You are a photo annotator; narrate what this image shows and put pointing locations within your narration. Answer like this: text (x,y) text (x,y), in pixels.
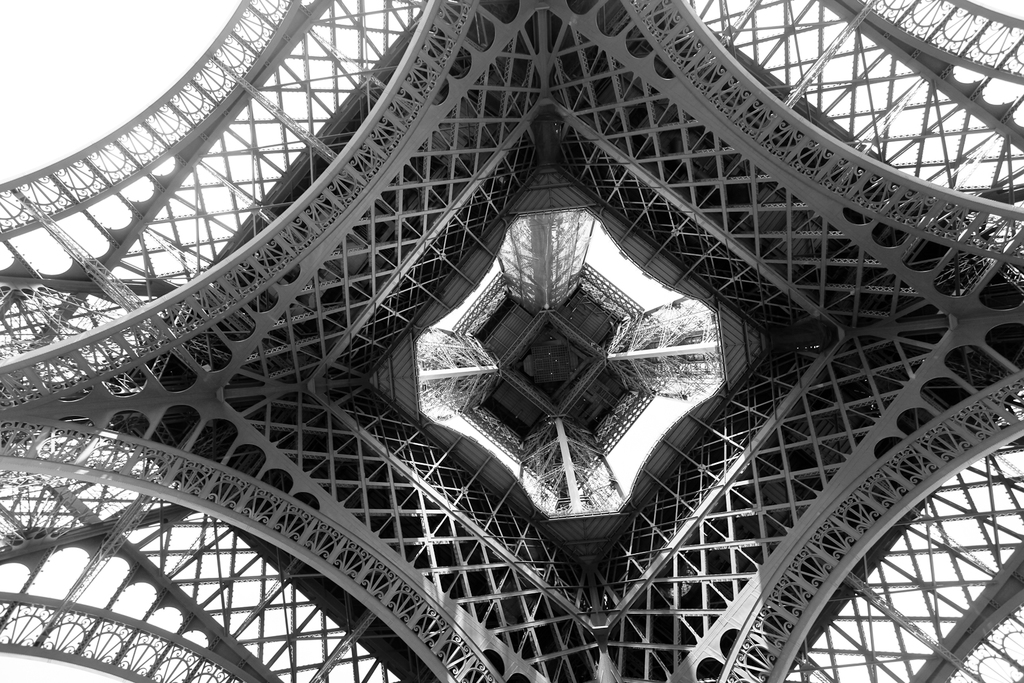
In this black and white picture there is a tower (850,189). This picture is clicked from under the tower (303,303). The background (88,111) is white.
